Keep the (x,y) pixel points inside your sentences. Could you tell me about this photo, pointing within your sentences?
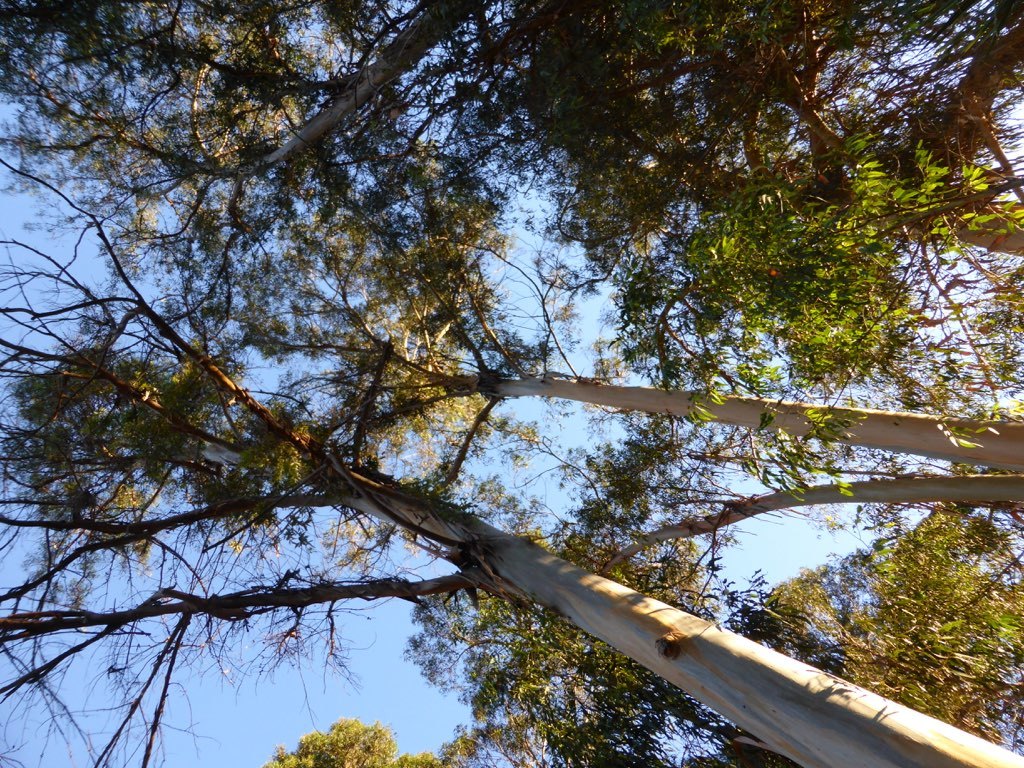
In this image I can see number of trees (644,413) and the sky (83,261) in the background (356,261).
